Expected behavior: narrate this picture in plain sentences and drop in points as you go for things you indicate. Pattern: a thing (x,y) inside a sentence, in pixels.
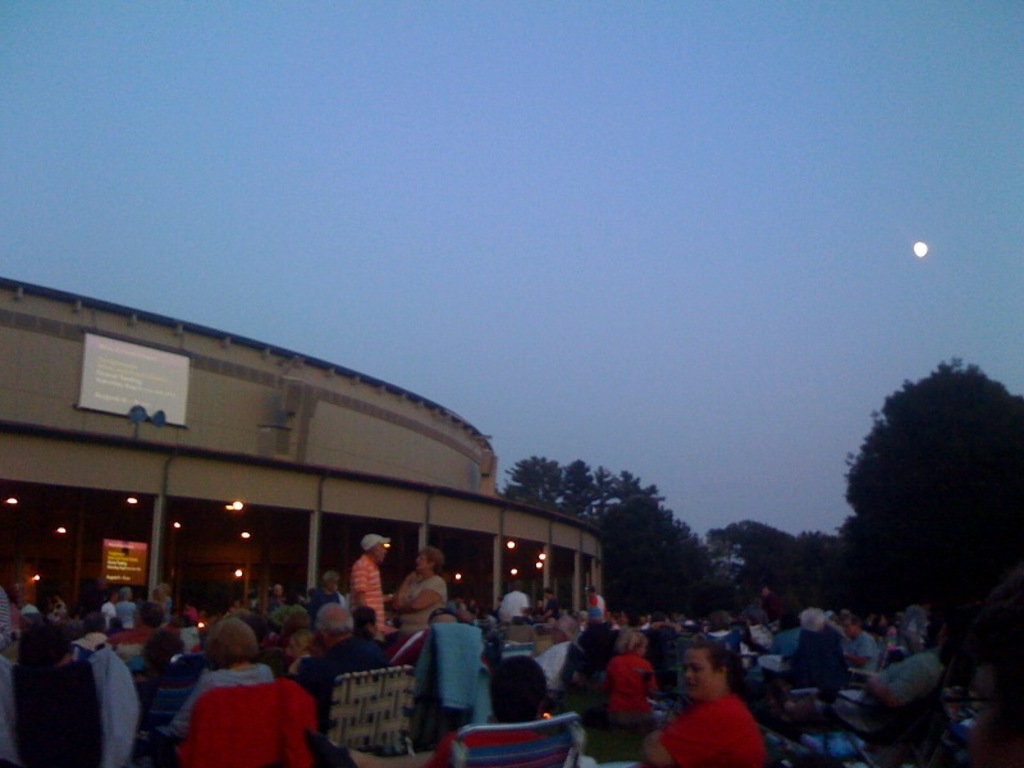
In this image we can see a group of people (248,652) sitting on the chairs (344,707). We can also see a towel (484,715) on a chair (473,708) and some people (416,609) standing. On the backside (175,570) we can see a building (178,597) with pillars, the sign boards (129,583) with some text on it and some ceiling lights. We can also see a group of trees (895,500), the moon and the sky (565,278) which looks clear.
